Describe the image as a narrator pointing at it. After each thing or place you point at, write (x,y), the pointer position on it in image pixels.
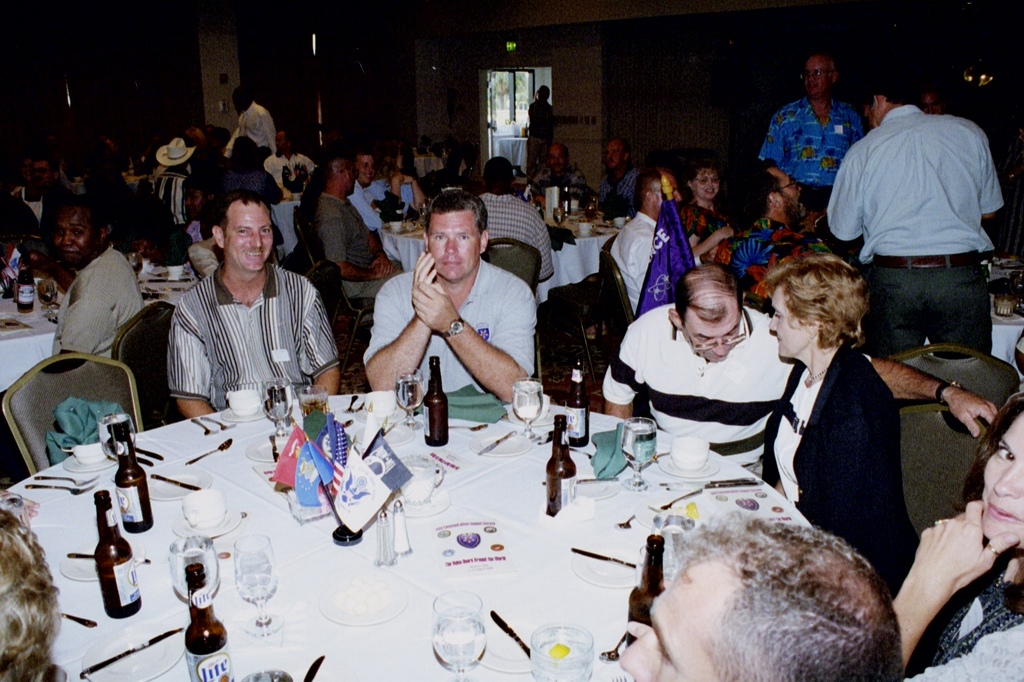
In this image I can see group of people (14,616) sitting and few people (267,118) standing. There are chairs (118,345), tables (166,680), walls (580,111) and there is a door (494,142). On the tables (582,462) there are beer bottles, glasses (178,545), flags (332,456) and there are some other objects (227,553).
